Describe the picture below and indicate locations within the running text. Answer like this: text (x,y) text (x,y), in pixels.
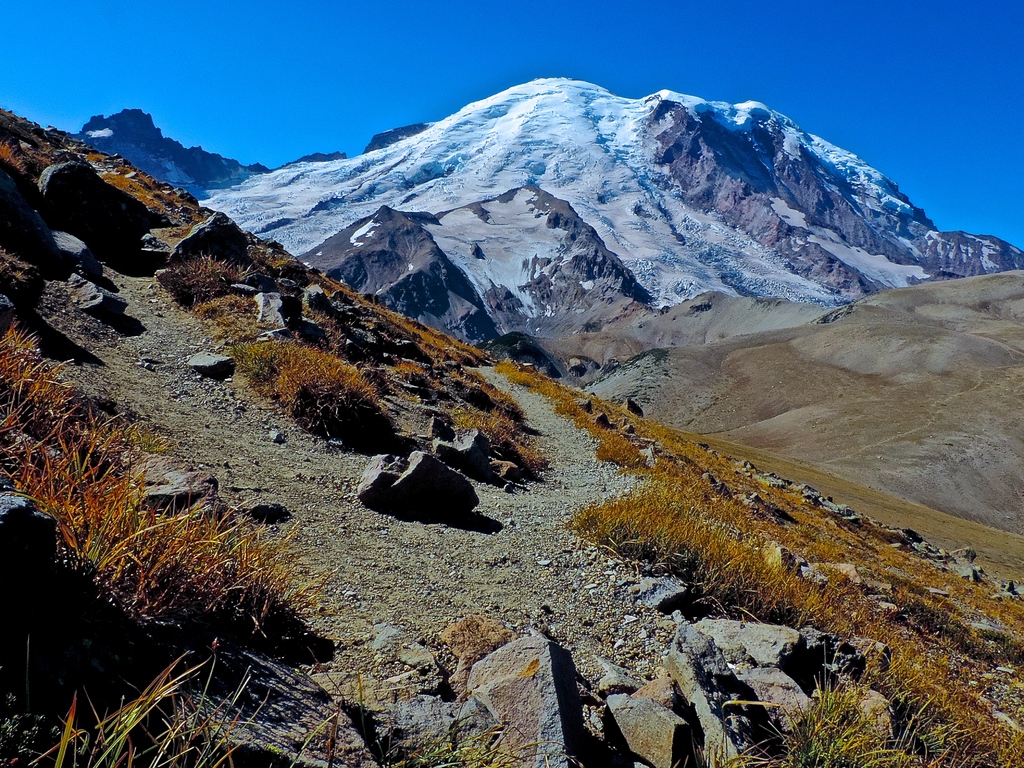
To the front of the image (529,459) there is a hill (483,503) with rocks (94,223), grass (293,401) and small stones (431,542). Behind the hill (433,330) there are mountains (625,172). And to the top of the image (74,47) there is a sky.
